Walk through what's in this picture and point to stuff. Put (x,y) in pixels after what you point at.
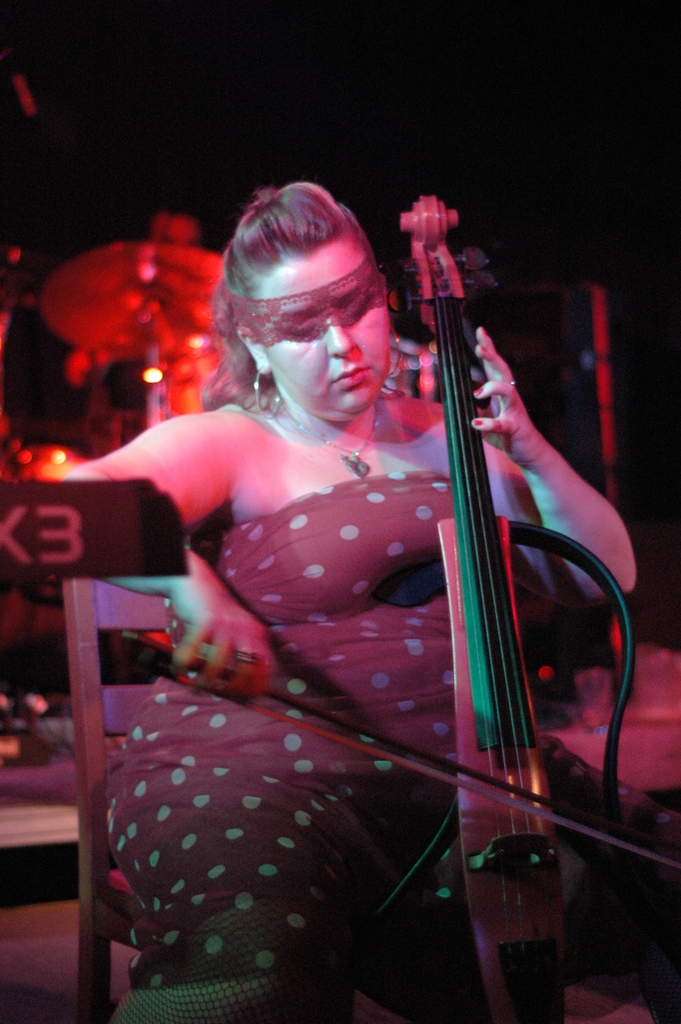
There is a woman (291,628) in this image wearing a red color dress (301,789) playing a musical instrument (476,575) and at the background of the image (166,347) there is a red color light (198,303) and at the top of the image (369,95) it is a black color.
